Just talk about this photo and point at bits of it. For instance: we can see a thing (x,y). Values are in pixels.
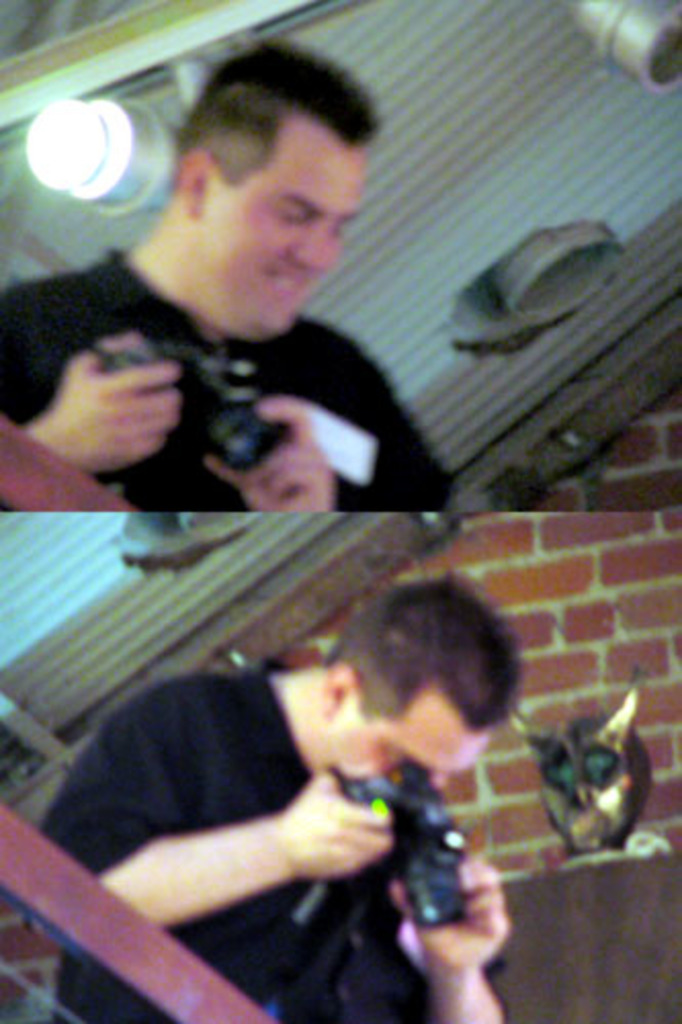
This is a collage image. In this image we can see men (248,502) holding cameras (405,859) in their hands (299,816).
